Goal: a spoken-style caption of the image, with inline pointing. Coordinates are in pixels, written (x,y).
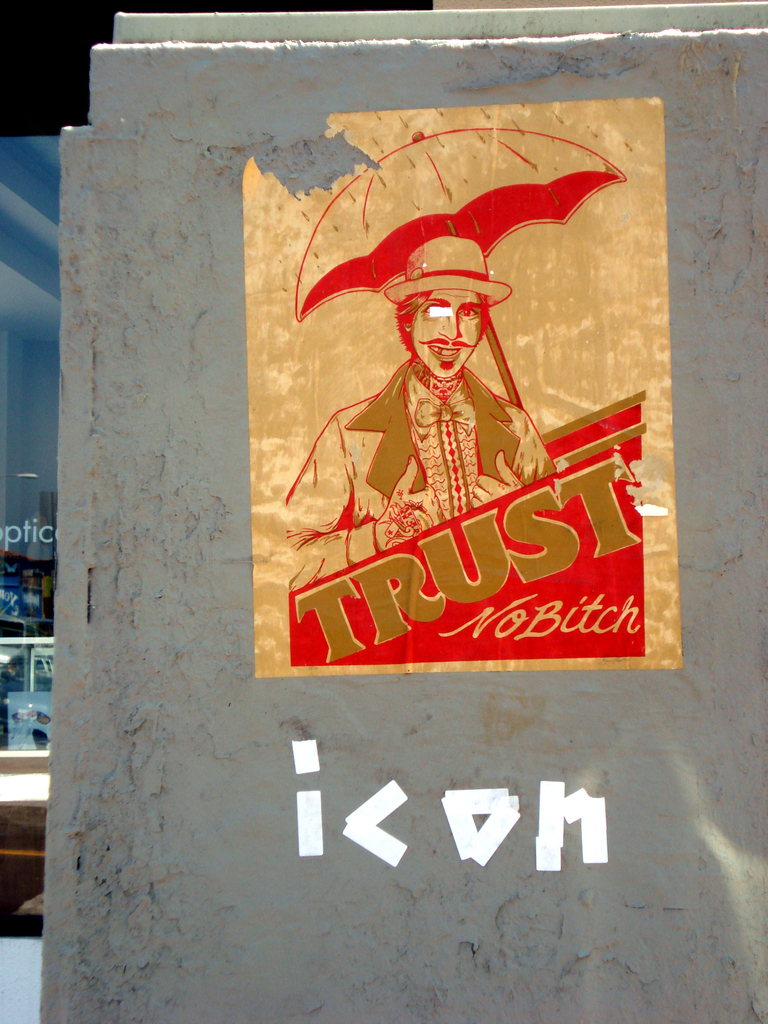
In the picture we can see a concrete wall (480,882) and on it we can see a poster (439,611) with a man (407,472) and an umbrella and written as trust no bitch.
